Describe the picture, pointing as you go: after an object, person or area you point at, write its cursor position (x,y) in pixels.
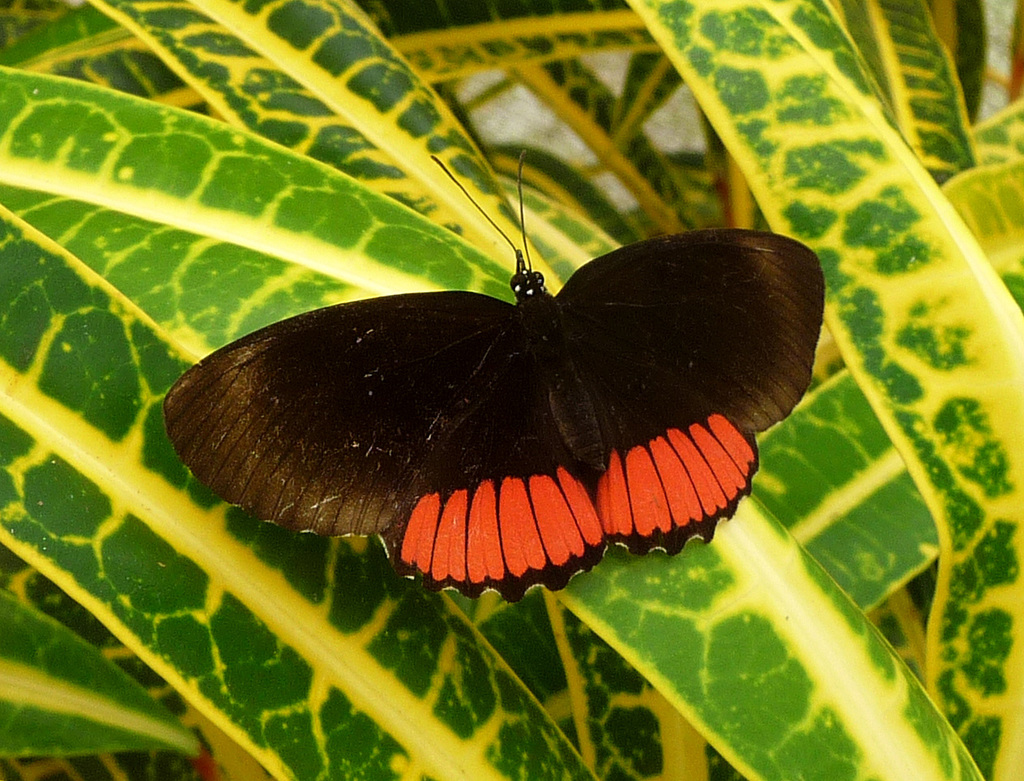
In this picture we can see a butterfly (728,438) on the leaf (847,622).
